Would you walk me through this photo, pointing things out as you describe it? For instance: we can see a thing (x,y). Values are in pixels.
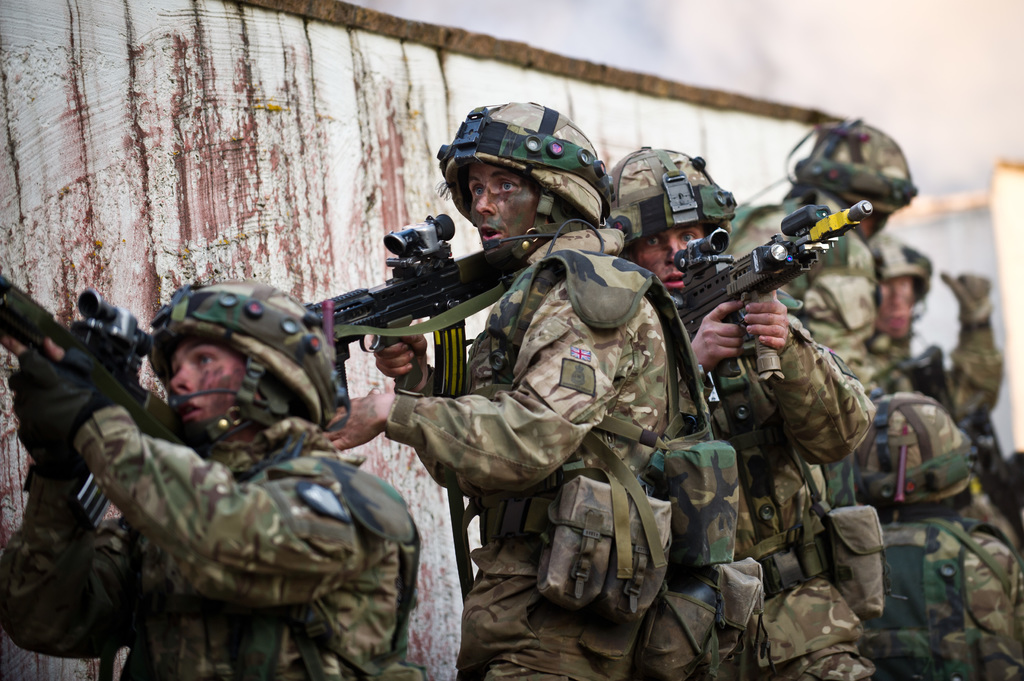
In this picture we can see some army people (523,419) are standing beside the wall (117,166) and holding guns (62,331).
